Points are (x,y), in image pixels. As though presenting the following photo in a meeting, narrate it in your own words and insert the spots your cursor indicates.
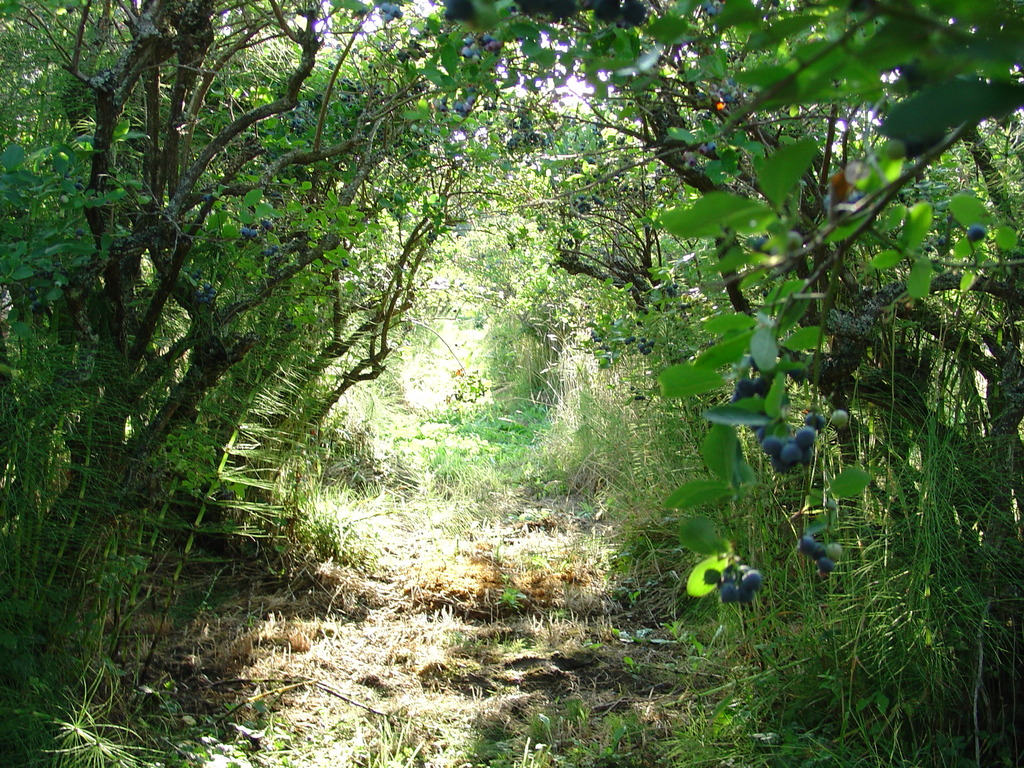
In this image there are trees (141,348) and in the front (789,464) on the right side (727,585) there are berries (798,450) on the plants (836,498). On the ground (390,665) there is dry grass (433,650).
